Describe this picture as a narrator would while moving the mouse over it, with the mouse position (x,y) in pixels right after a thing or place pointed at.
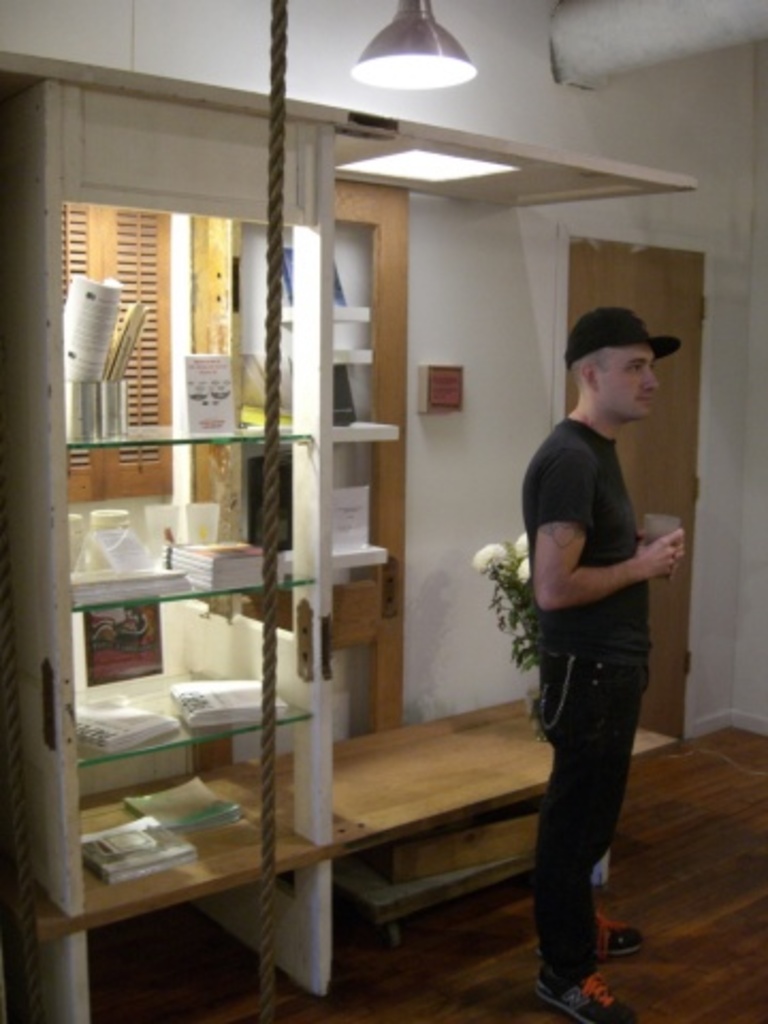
In this picture we can see a man (588,453), he wore a cap (596,331) and he is holding a glass (660,538), behind to him we can see a rope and few books (246,570) in the racks (250,589), and also we can see a flower vase (537,711) on the table (510,712), in the background (431,170) we can find few lights (437,160).
